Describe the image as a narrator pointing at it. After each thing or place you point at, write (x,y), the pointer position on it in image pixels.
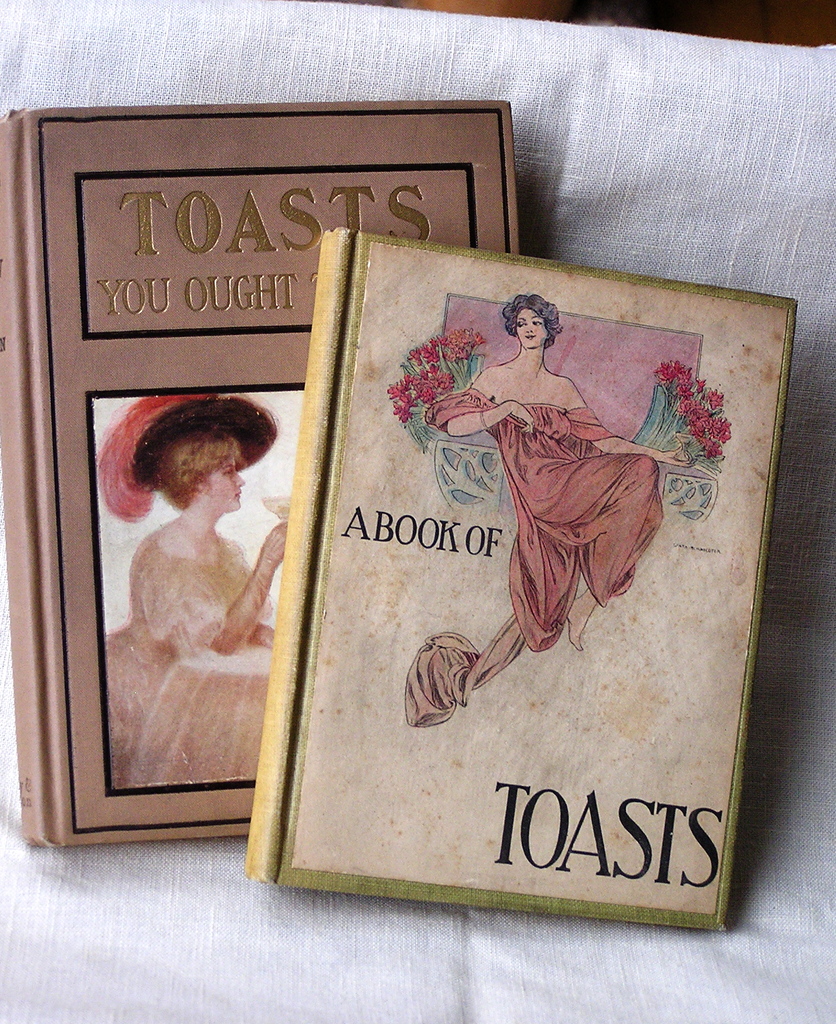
In this image I see the white color cloth (580,164) on which there are 2 books (389,339) and I see depiction of women pictures (247,571) and I see words (263,242) written on those books (411,571).
